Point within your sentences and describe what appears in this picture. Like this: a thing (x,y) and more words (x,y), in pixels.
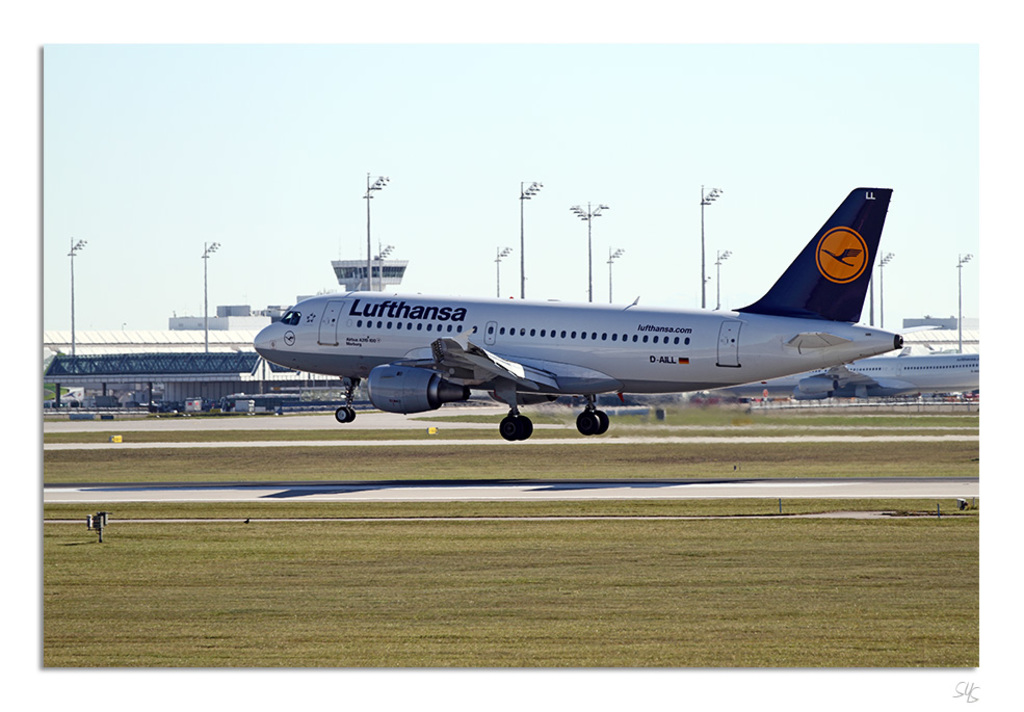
In this picture I can see couple of aeroplanes (814,362) and a building (150,364) and few pole lights (959,258) and grass (462,598) on the both side of the runway (340,497) and a clear sky (413,133).
